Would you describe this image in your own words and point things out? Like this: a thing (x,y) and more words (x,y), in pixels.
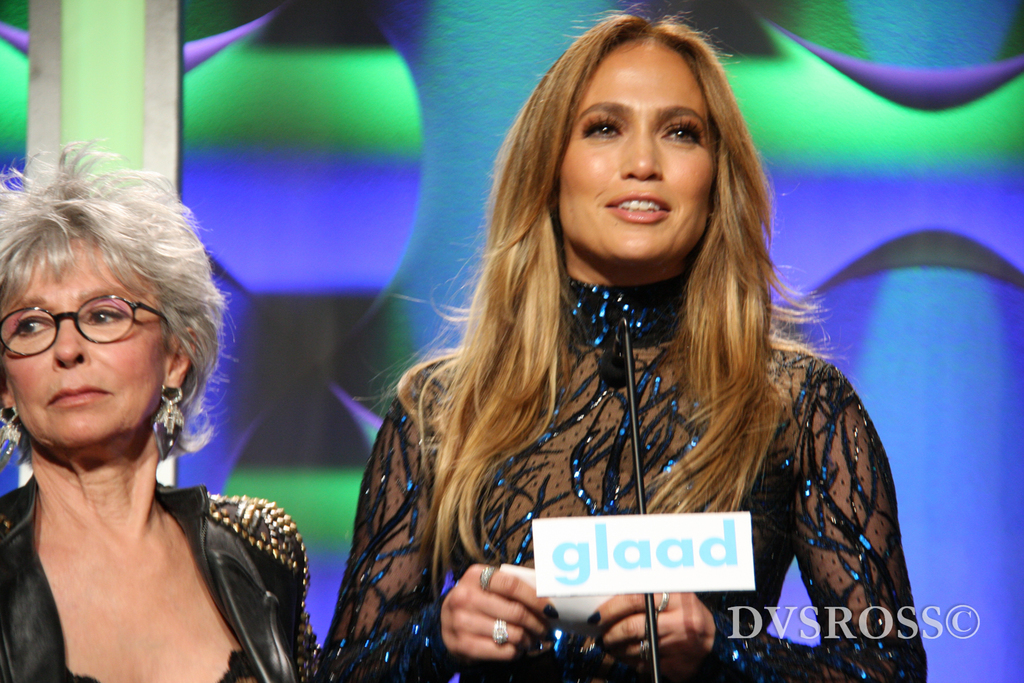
In this image we can see two women (745,412). One woman (672,410) is holding a paper (510,569) in her hand (501,582). In the foreground (567,569) we can see a microphone (619,366) with a board (635,551) and text (689,543) on it. In the background (943,495), we can see a screen (367,66). At the bottom (845,622) we can see some text (845,619).
